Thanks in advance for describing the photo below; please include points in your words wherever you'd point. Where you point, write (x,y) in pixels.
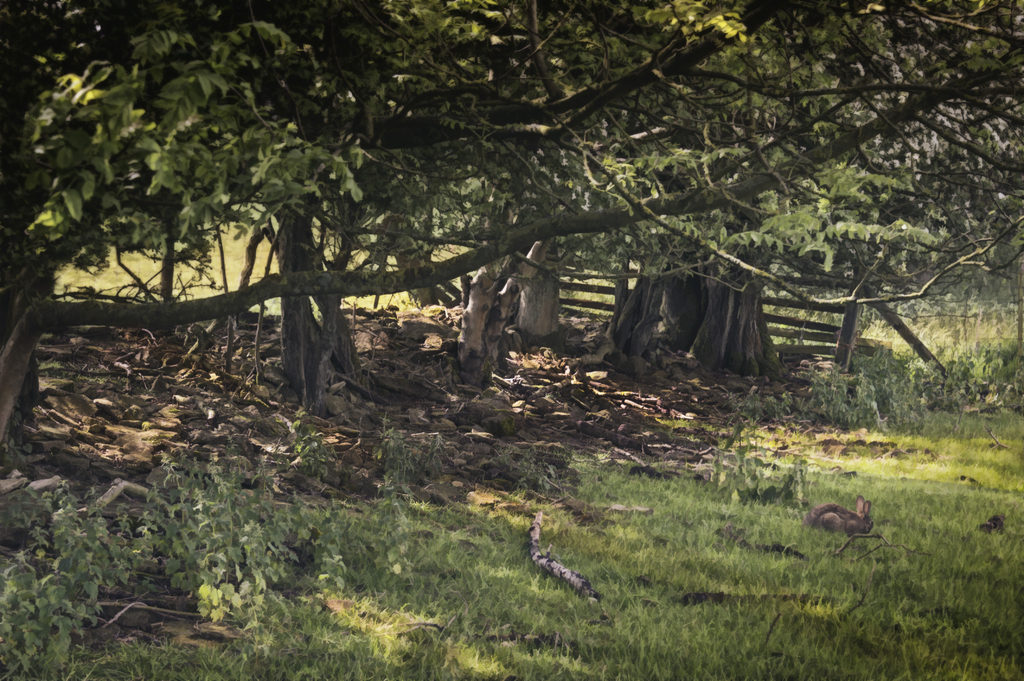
Here In this picture the whole place is covered with grass (584,545), plants (190,529) and trees (562,224).
